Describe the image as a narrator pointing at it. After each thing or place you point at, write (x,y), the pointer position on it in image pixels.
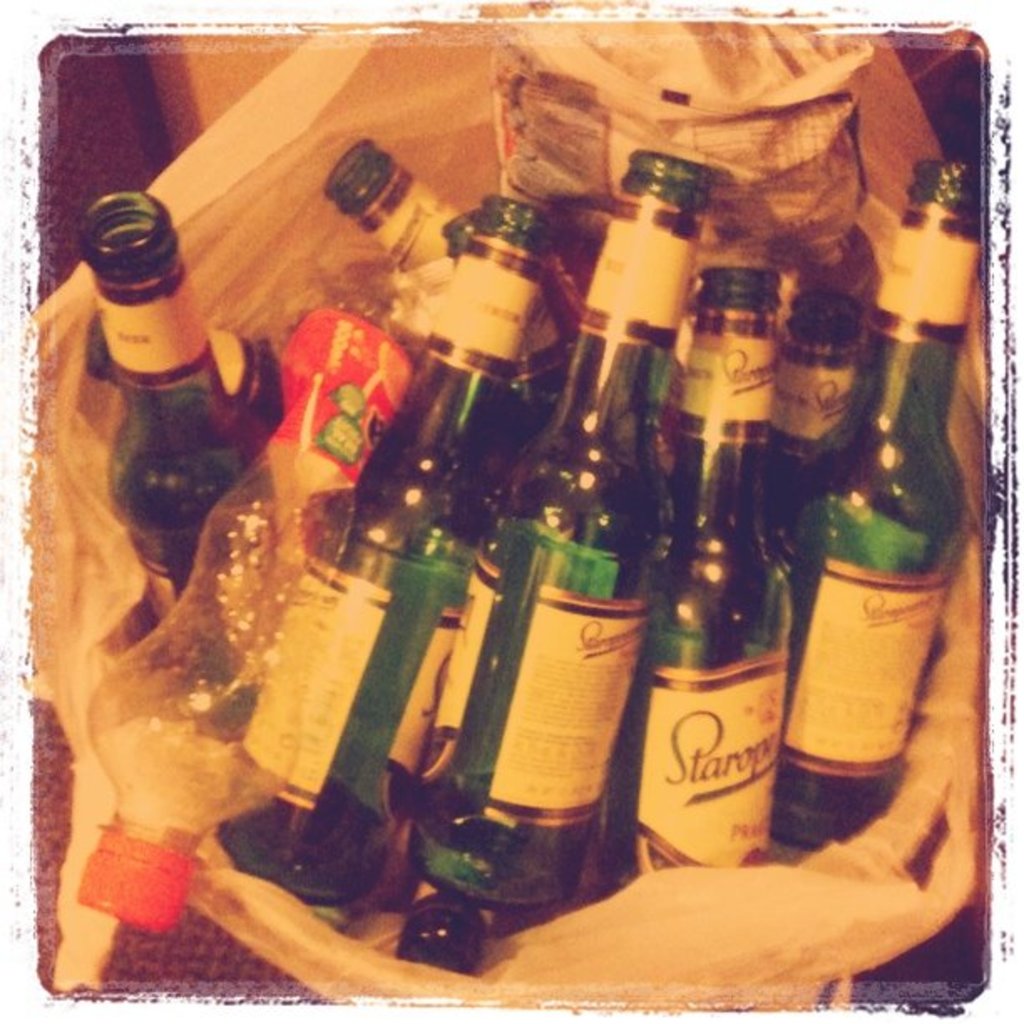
There are beer bottles (606,440) and some other stuff (339,388) in the white cover (470,215).
